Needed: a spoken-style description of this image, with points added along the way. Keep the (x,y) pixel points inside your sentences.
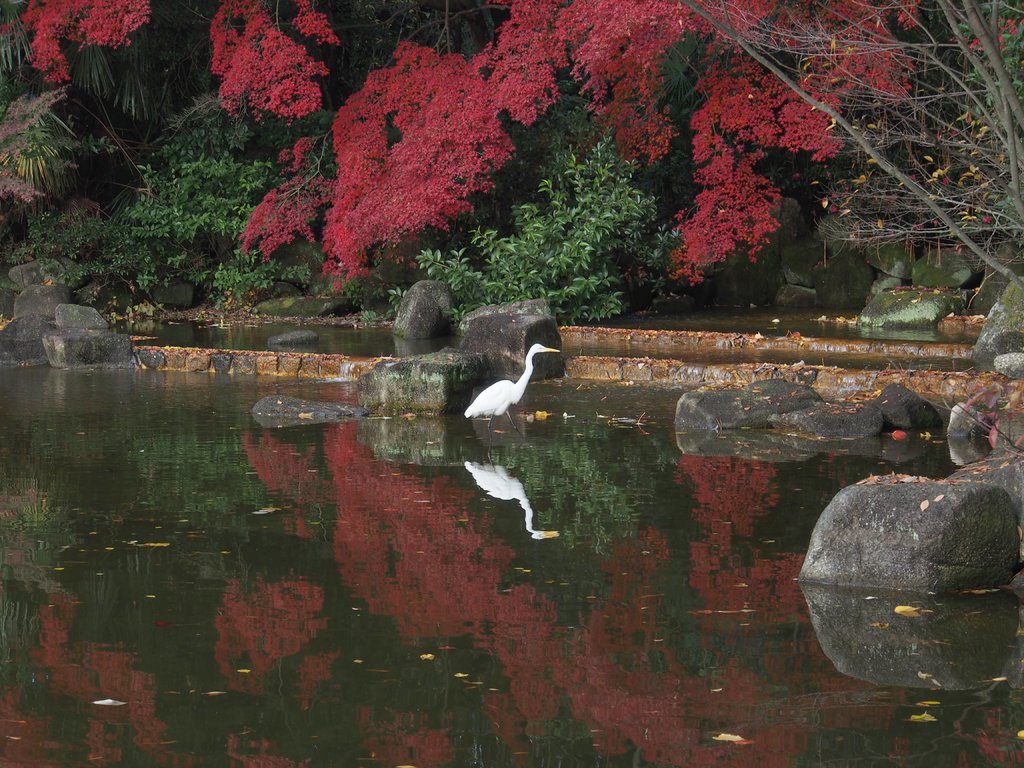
In this image I can see the water (330,663). I can see the stones (793,394). I can see a bird (496,395). In the background (559,178), I can see the flowers (472,139) and the trees (232,256).
